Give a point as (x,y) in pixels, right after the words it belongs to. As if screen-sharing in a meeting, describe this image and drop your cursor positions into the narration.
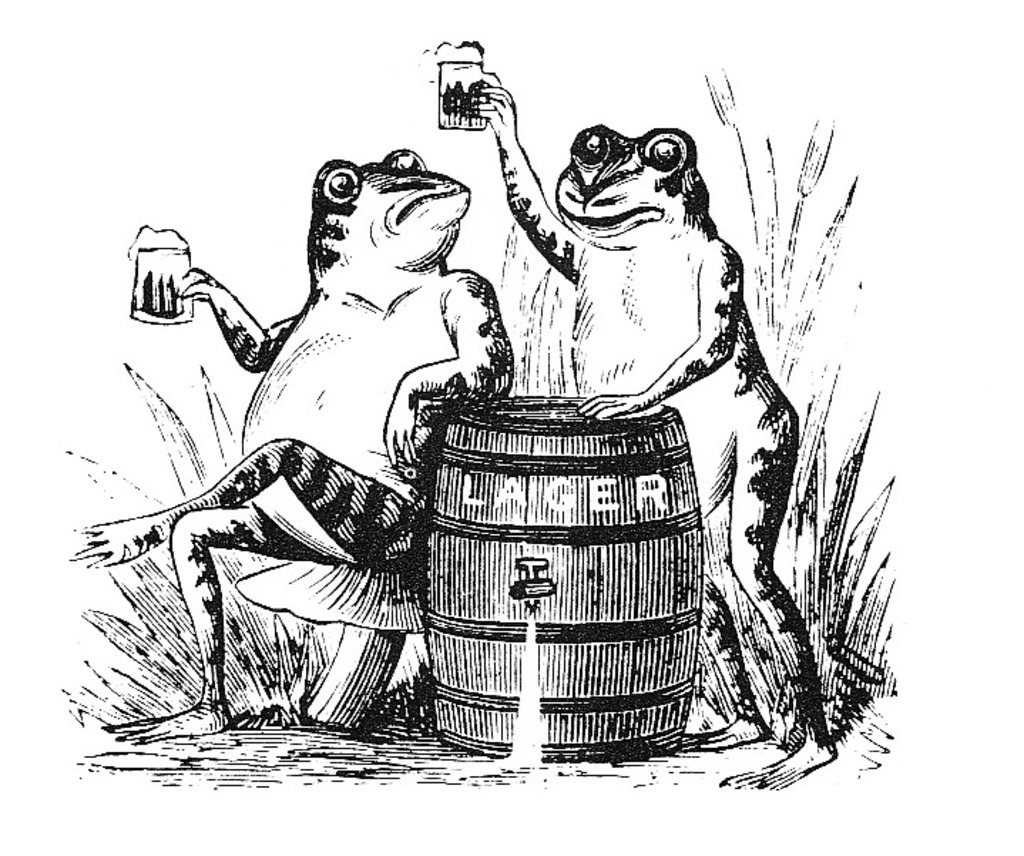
This is a painting. In this painting we can see, there is a frog (362,279) holding a glass (166,272) with a hand (197,283), sitting on a mushroom (305,565) and placing elbow (506,384) on a tank (518,490), which is having a tap (538,590) opened. From this tap (526,574), there is beer flow (533,663). Besides this tank (569,683), there is another frog (760,521), holding a glass (478,90), standing and placing a hand (633,401) on this tank (599,698). In the background (546,374), there are plants (855,675). And the background of this painting is white in color.
